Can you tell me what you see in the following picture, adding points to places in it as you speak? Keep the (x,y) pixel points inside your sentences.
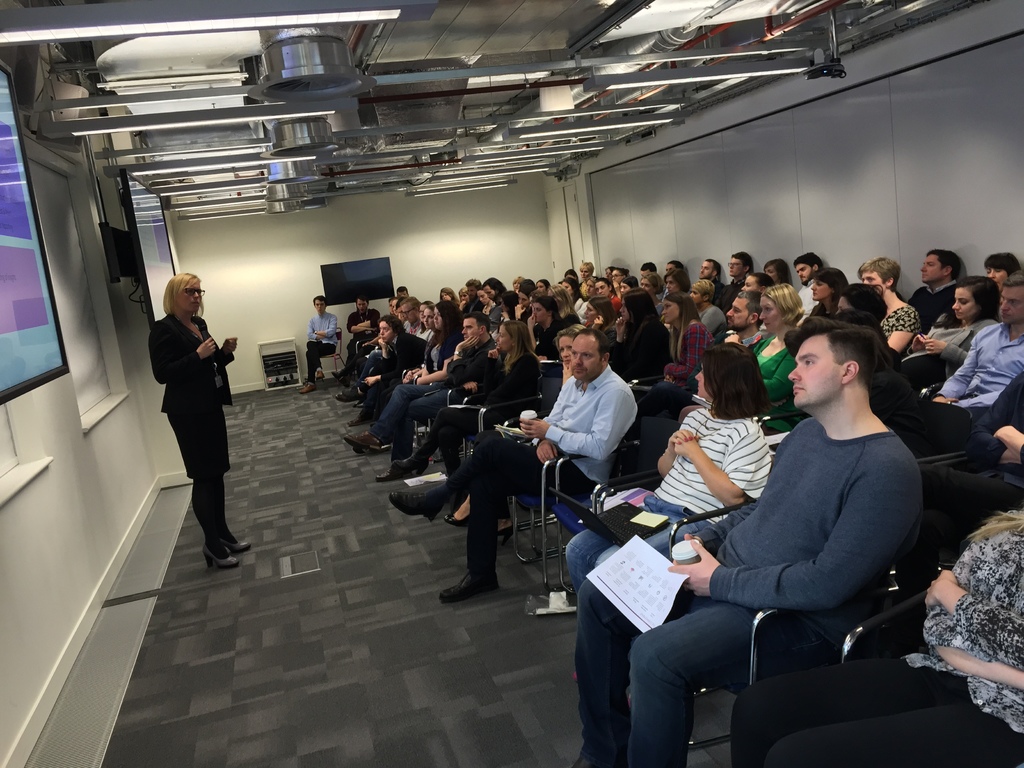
In this image, we can see people (812,385) sitting on the chairs (777,424) and some are holding objects (638,551) and there is a lady (178,366) standing and wearing glasses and holding an object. In the background (1,207), we can see screens (48,284) on the wall (101,172) and there are lights (268,160).
